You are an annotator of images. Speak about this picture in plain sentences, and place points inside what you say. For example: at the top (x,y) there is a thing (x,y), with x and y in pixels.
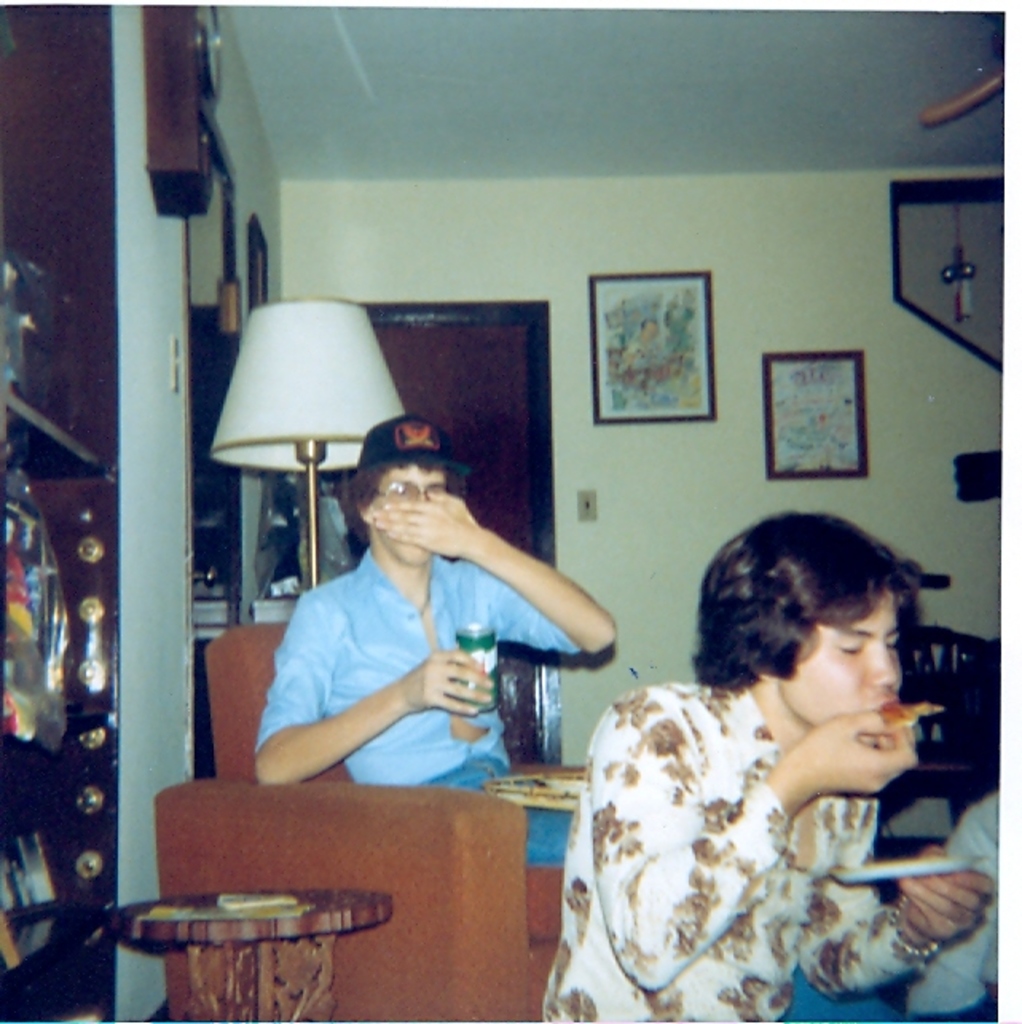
In the center of the image (460,657) we can see a person (468,672) sitting on a sofa (400,788) holding a tin (484,647). On the right side (782,912) we can see a person (768,904) eating food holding a plate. We can also see a table (280,998), cupboard (56,891), lamp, photo frames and a clock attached to a wall (557,539), door (526,501) and a roof (568,88).
